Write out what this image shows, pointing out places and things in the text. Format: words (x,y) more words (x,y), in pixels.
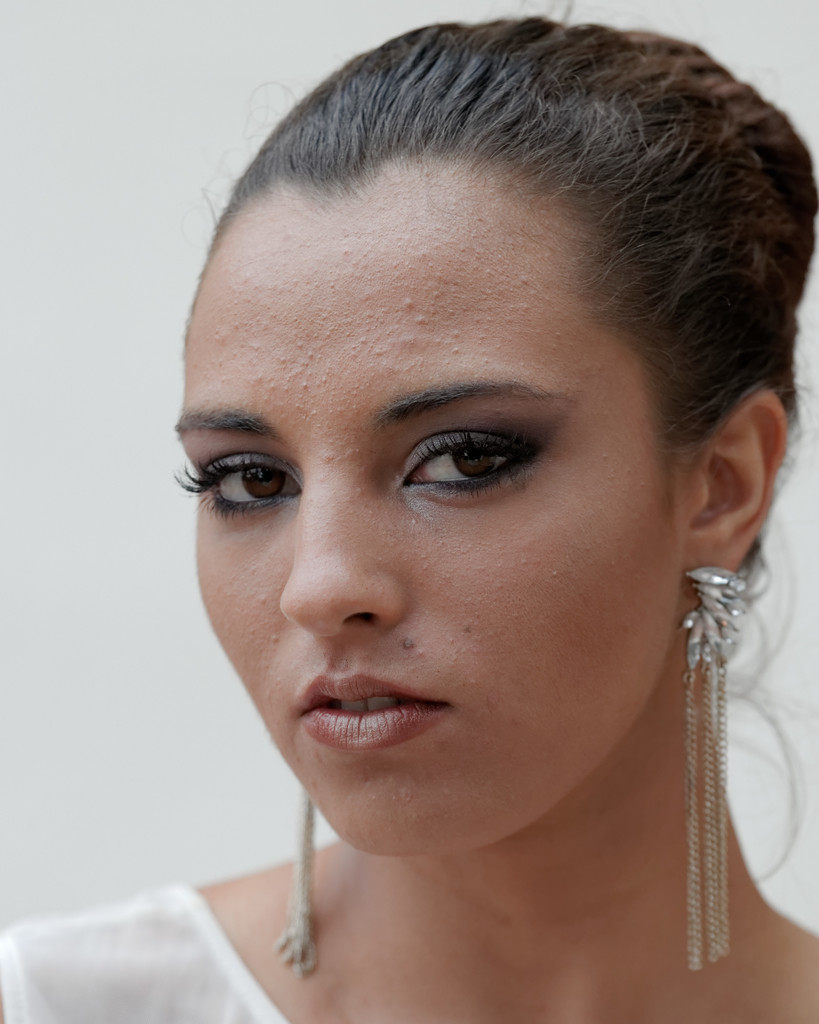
In this picture there is a woman (515,424), she is wearing a white dress (130,977). In the background (116,719), there is a white wall (254,52).
